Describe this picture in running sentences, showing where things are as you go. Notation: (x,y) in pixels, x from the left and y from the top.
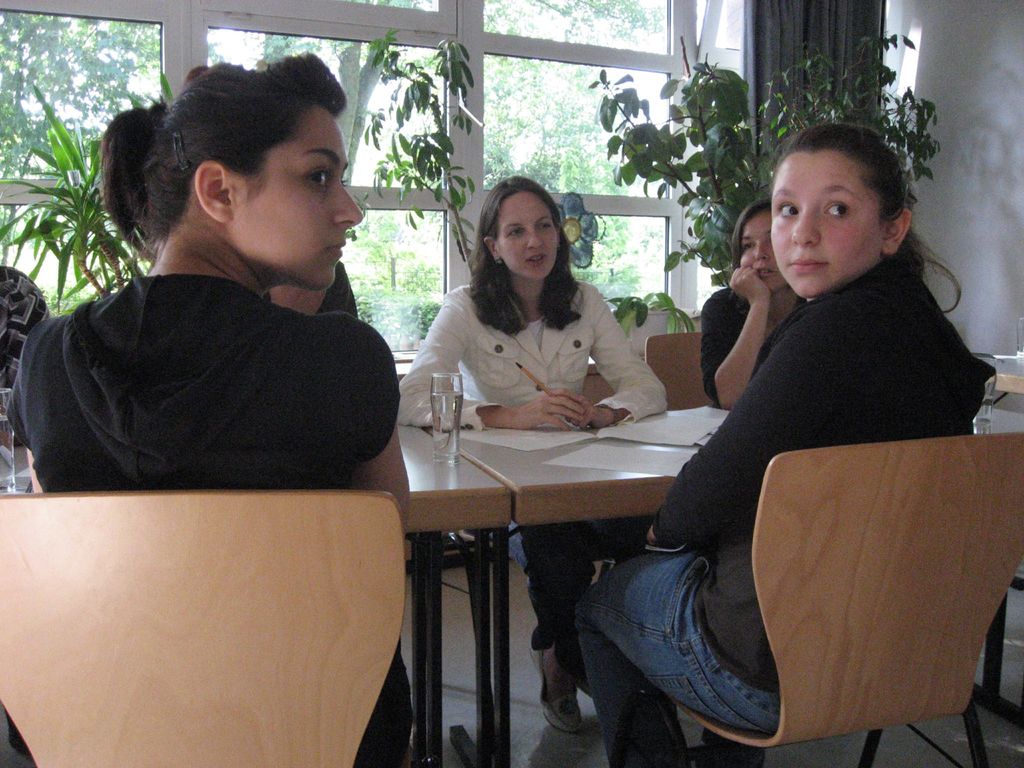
In this image i can see there are the group of persons (124,464) sitting around the table (556,505), on the table (523,465) there is a paper (610,453) and glass (436,415) kept on the table (450,468), back side of them there is a window (509,83) and through the window (578,97) i can see plants (414,151) and trees (513,143) visible.
